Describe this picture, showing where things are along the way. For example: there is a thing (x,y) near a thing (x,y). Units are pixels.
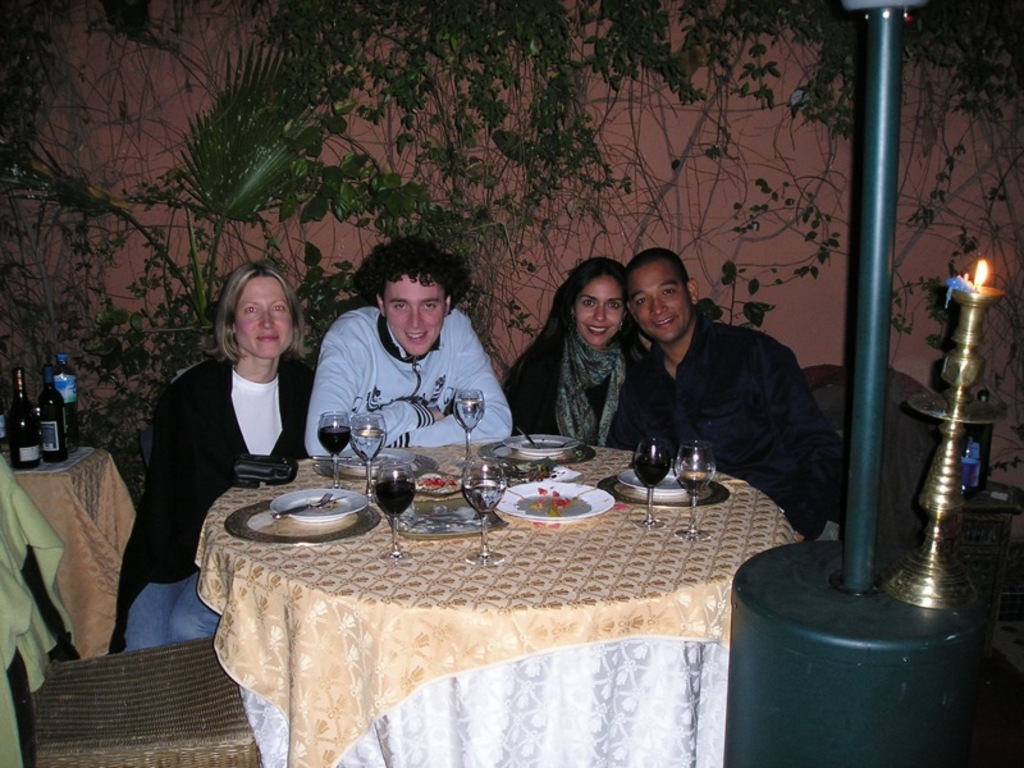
There are four members (254,383) sitting in front of a table (517,581) in their chairs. On the table (322,498) there are some plates (319,511), glasses (398,525) and a cloth (483,601) placed here. There are men (382,349) and women (585,332) here. In the background (557,178) there are some plants (250,110) and walls (708,191) here.
